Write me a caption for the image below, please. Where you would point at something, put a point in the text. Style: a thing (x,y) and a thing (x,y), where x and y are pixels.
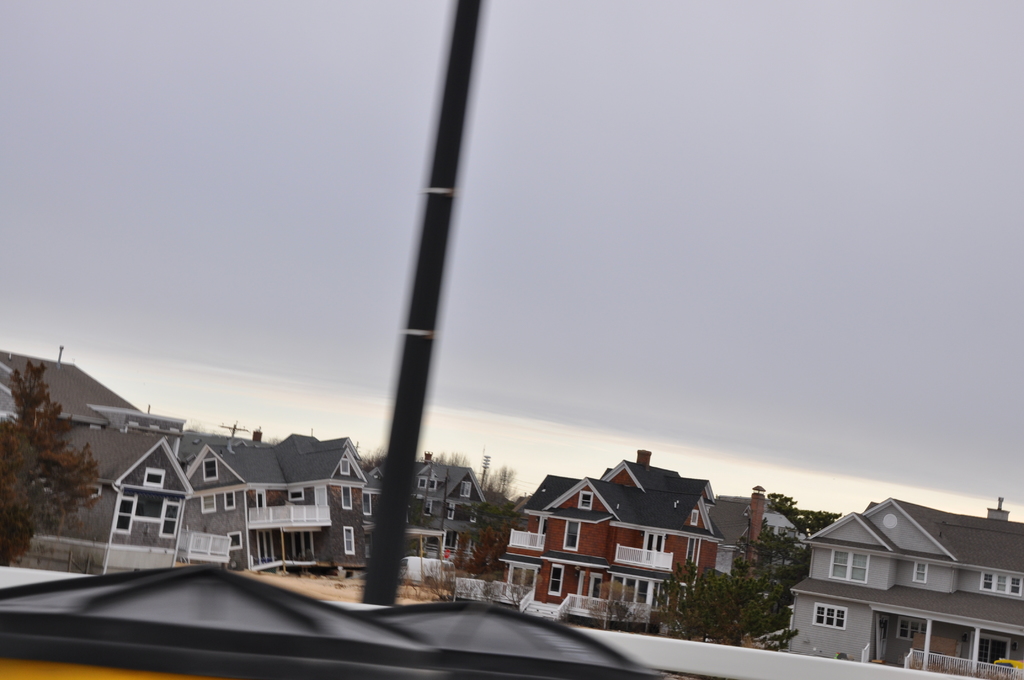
In the foreground of this image (284,641), there is a black object (399,628) and a pole (392,473) like an object (382,540) is behind it. In the background (933,533), there are buildings (577,537) and a building (303,530) is leaning on the left side of the image (221,533). On the top (700,176), there is the sky (670,204) and the cloud (584,99).
